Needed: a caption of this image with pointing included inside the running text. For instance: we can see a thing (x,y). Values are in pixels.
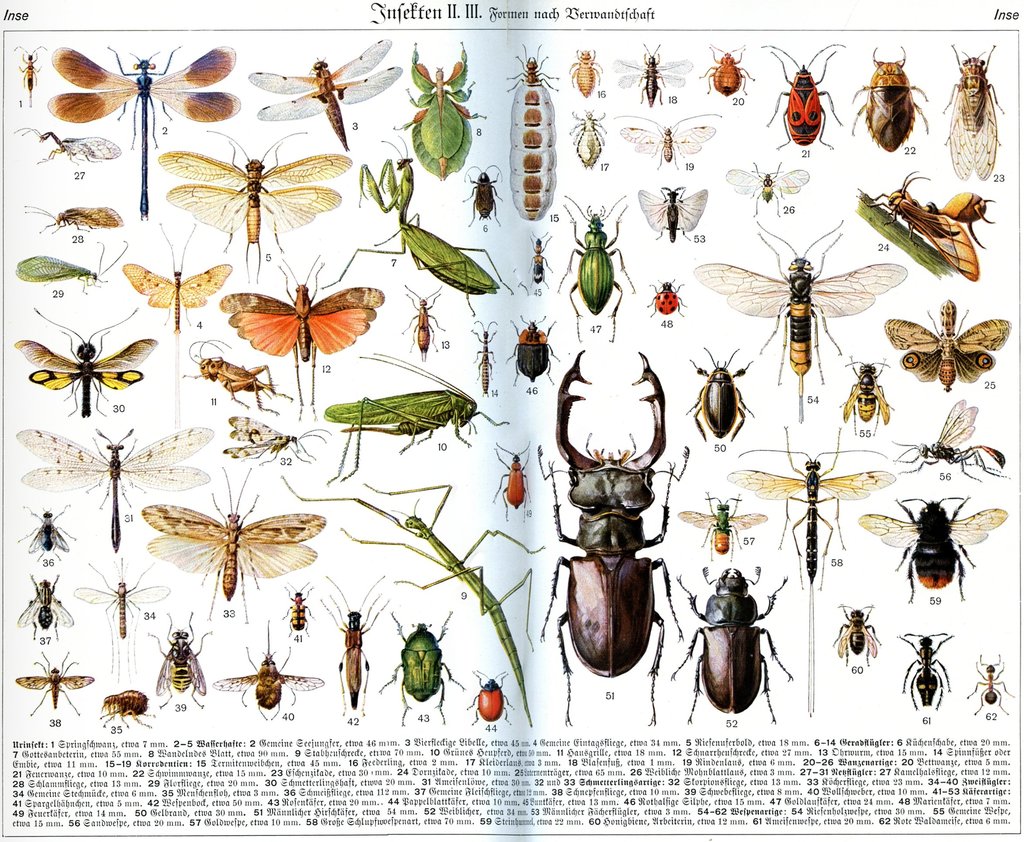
This image consists of a poster (728,651). On this poster (569,709), I can see a dragonfly (139,93), fly (56,576), an ant (987,682) and many other insects (922,211). At the bottom of this poster (473,798), I can see some text (397,782).
